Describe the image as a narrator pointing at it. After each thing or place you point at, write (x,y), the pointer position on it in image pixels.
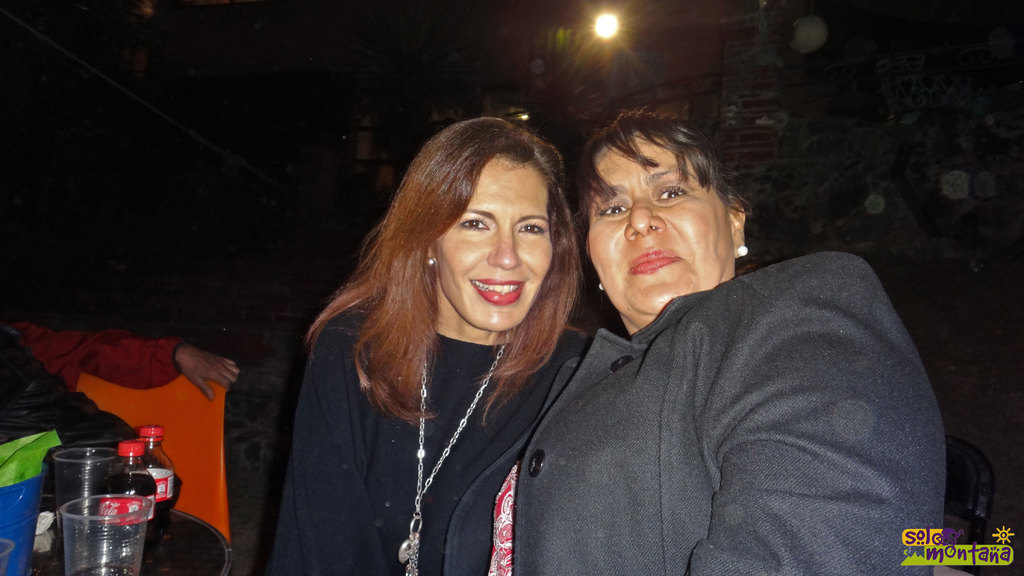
This 2 women's (445,310) are highlighted in this picture. This woman (666,437) wore black jacket (667,387) and this woman (480,382) wore chain (415,496). Light (602,25). Beside this woman (433,387) a person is sitting on a chair (195,419). In-front of this person (71,374) there is a table (172,528), on a table (153,555) there is a cup (101,498) and bottles (129,467).
